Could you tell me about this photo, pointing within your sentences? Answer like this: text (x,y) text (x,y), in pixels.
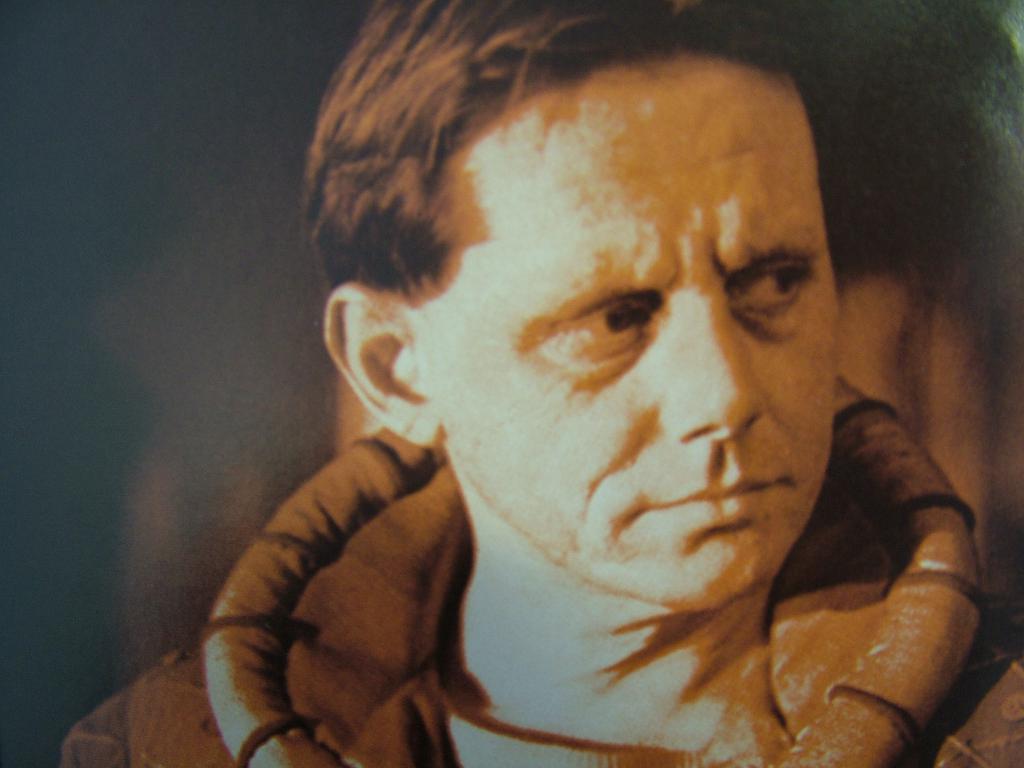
In this picture there is a man (447,568) wearing jacket (889,634). The background (90,135) is blurred.
